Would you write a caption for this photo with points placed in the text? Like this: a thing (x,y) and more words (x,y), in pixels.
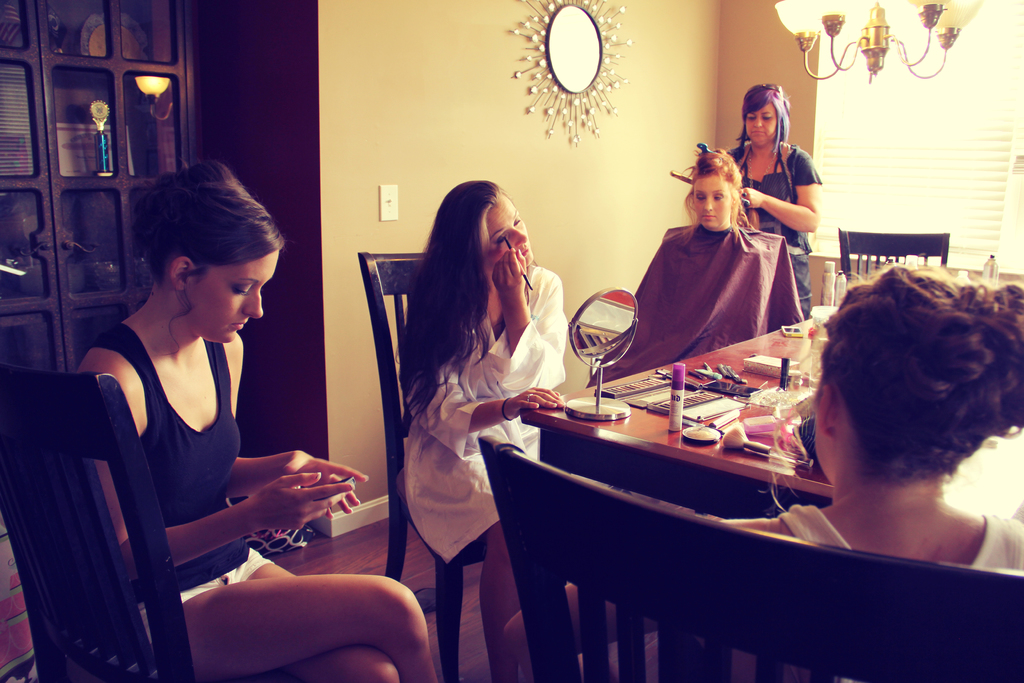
In this picture we can see five woman (184,515) where four (196,524) are sitting on chairs (377,343) and one (765,157) is standing and in front of them on table (612,424) we can see remotes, bottle (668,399), mobile (740,395), make up items (727,404) and in background (568,235) we can see wall (507,38), mirror (600,69), light (817,22), window (833,114), racks (164,134).
